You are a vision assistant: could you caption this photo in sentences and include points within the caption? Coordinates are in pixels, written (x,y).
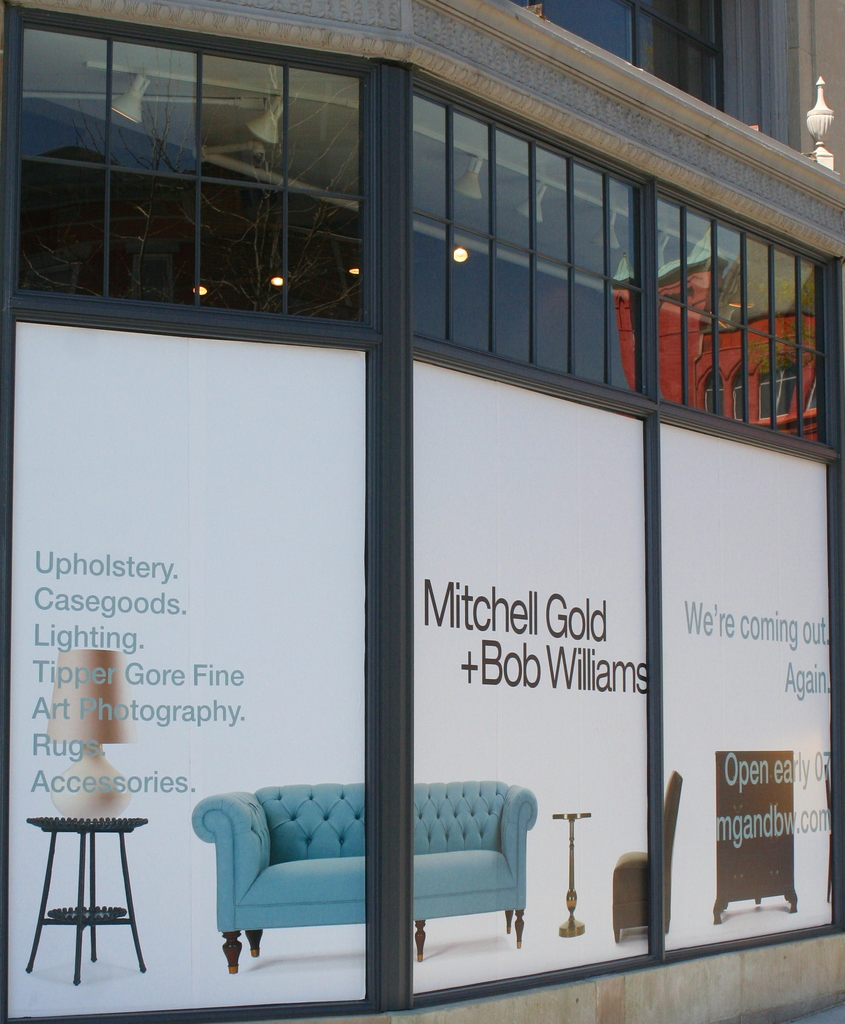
This is a glass storefront (393,476) and posters (438,761) on it.
